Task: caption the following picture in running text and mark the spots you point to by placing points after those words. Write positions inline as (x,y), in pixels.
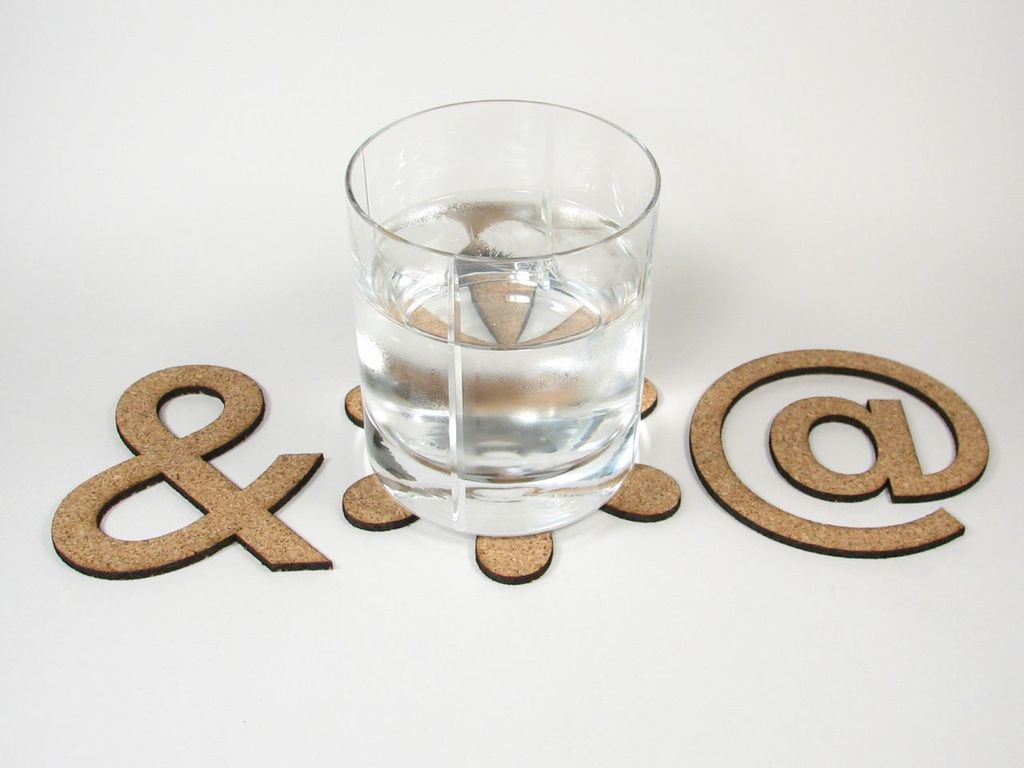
In this image we can see the glass (632,346) of water (632,346), there are symbols (712,457), and the background (534,80) is white in color.
